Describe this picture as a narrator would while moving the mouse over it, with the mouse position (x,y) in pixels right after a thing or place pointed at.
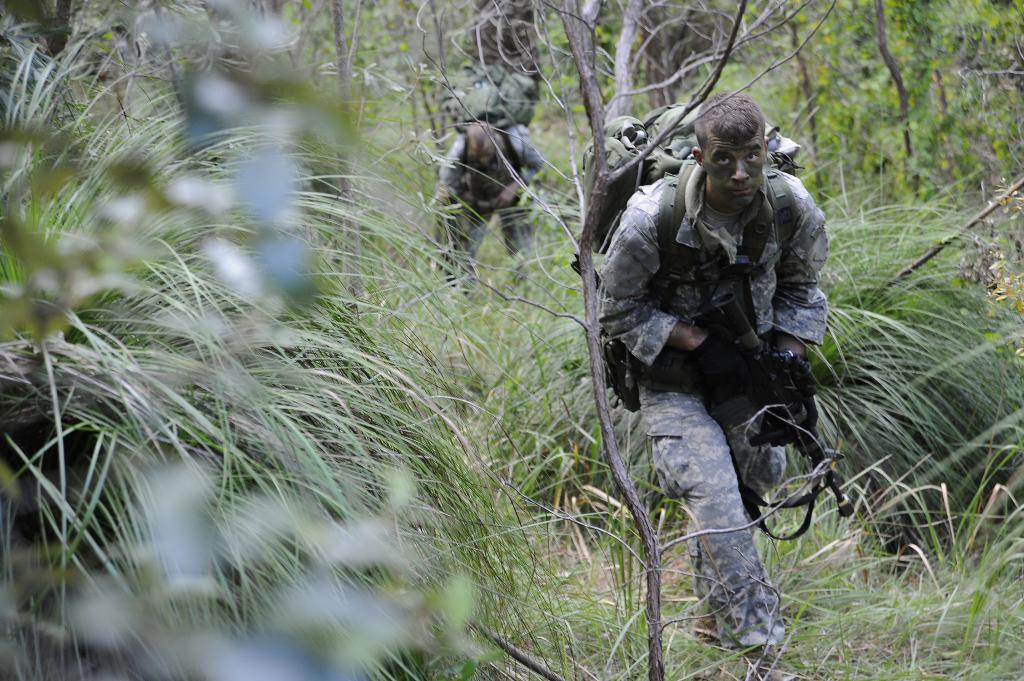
In the center of the image (629,237) we can see person (646,312) walking on the ground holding gun (771,423) and bag (667,170). On the left side of the image (174,10) we can see trees (332,111) and plants (191,472). In the background (900,237) we can see trees (831,86), plants (839,72), grass (100,153) and person (461,178) holding bag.
